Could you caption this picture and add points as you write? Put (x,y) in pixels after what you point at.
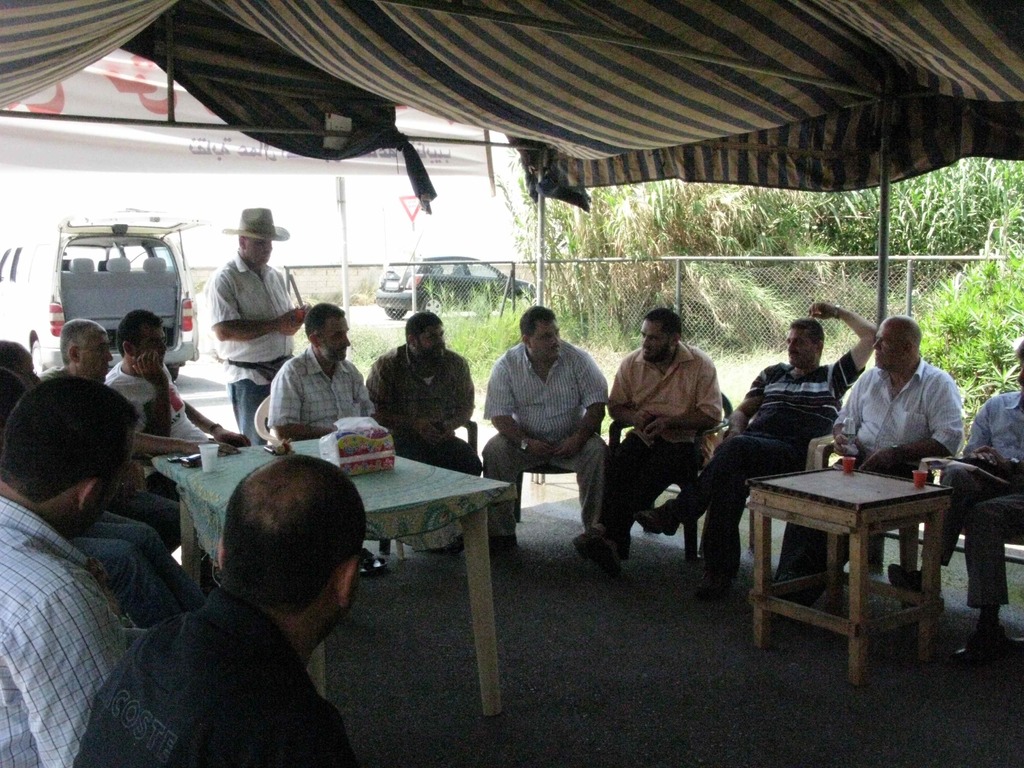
Here we can see a group of people (272,689) sitting on chairs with a couple of tables (381,473) in front of them having cups (203,466) and something on it and behind them there is a man (263,342) standing and he is wearing a hat (260,232) and there are cars (403,283) present and there is a fencing (773,266), these are all sitting under a tent (561,78) and there are plants (749,224) present.
